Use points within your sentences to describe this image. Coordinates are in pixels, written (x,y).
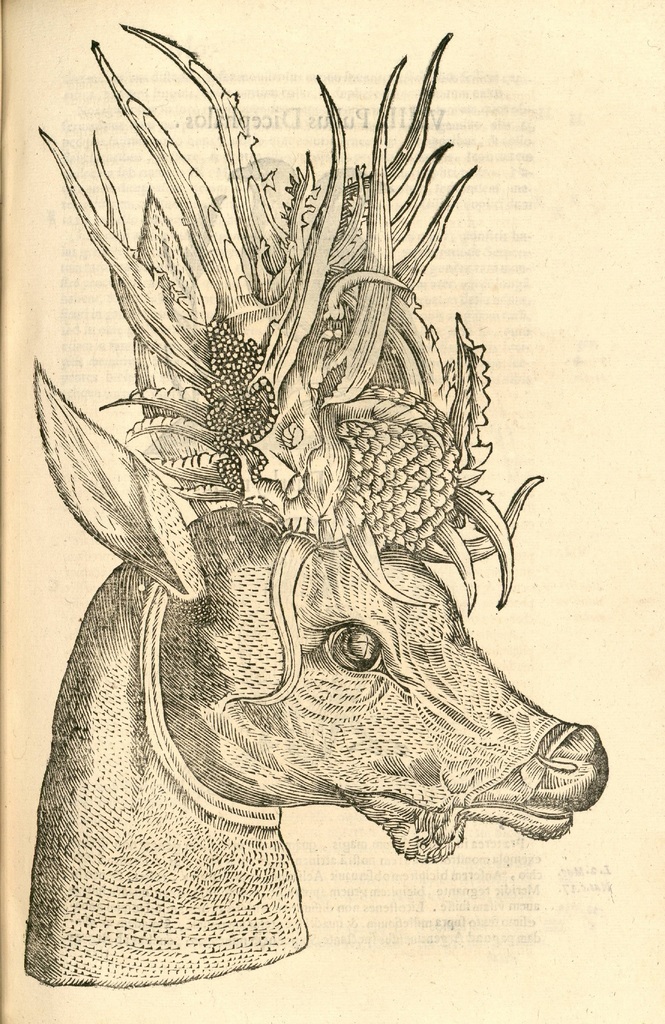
In this picture I can observe sketch (248,762) of an animal (321,674) in the paper (111,623). The sketch (256,603) is in black color.
